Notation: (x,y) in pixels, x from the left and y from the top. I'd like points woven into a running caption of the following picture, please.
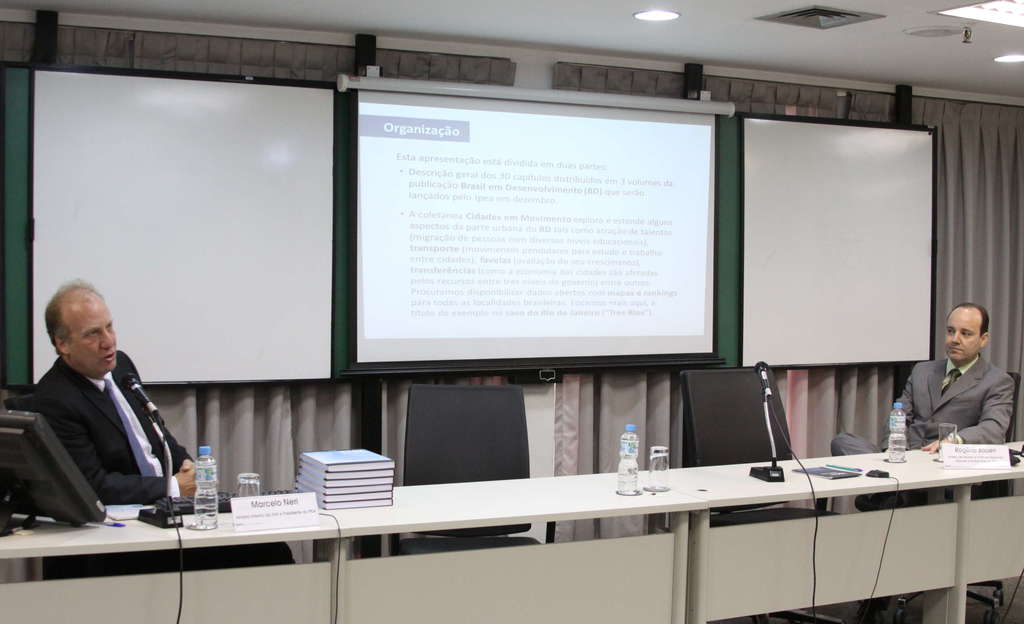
we can see two men (938,387) sitting on chair (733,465). This is a table (538,487), book (384,491), glass (251,495), water bottle (625,471) and microphones (766,390). Back of them there is a white screen (441,217).
